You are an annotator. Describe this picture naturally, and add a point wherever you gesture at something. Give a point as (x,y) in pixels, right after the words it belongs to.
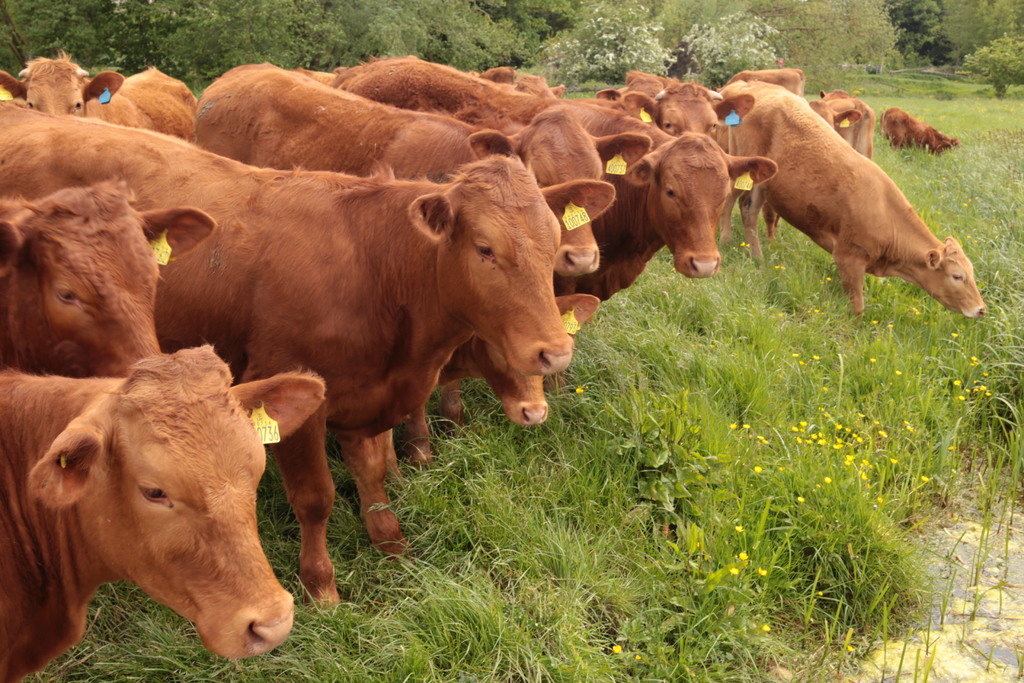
In this image I can see few animals (512,333), they are in brown color. Background (440,55) I can see grass (882,284) and trees (488,58) in green color.
